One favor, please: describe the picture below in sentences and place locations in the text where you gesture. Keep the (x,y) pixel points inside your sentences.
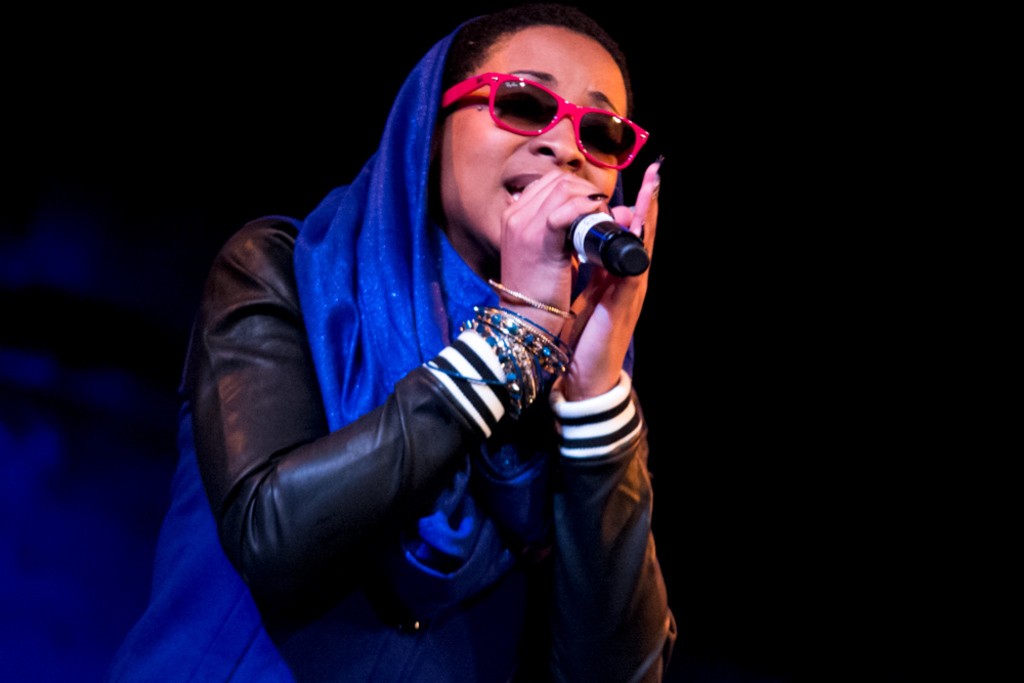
As we can see in the image there is a woman (474,220) wearing spectacles (619,164), blue color scarf (440,237) and holding a mic (582,234).
